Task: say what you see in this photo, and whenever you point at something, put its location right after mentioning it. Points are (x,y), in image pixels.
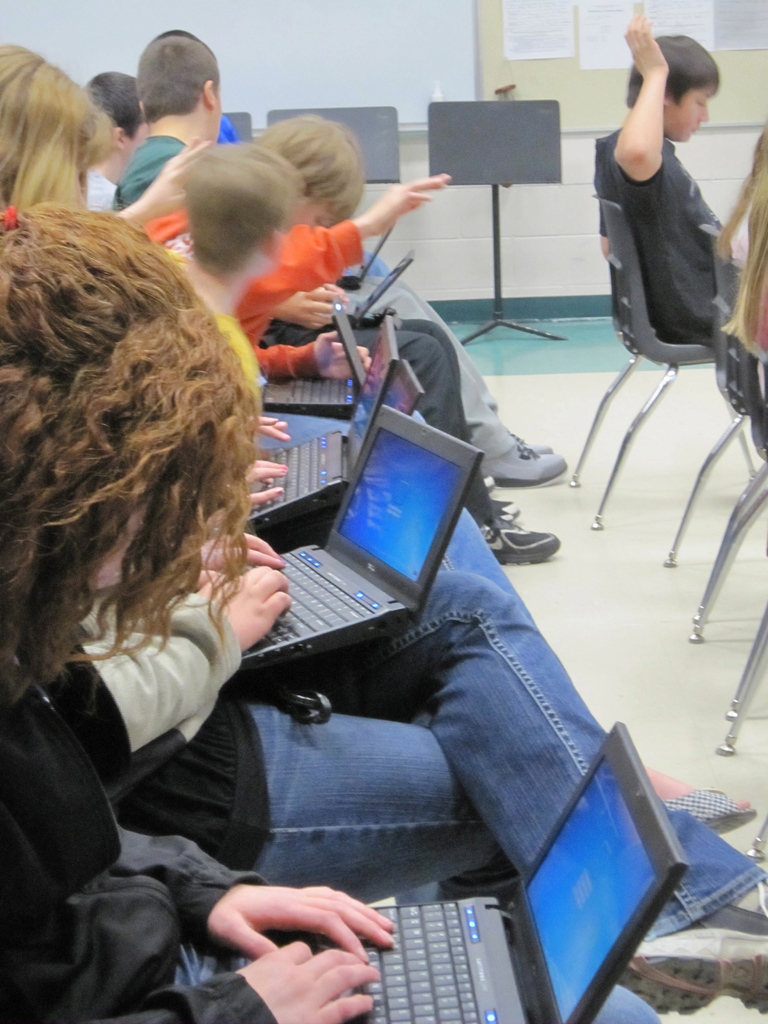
In this image we can see some persons (194,506) who are sitting on chairs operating laptops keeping on their laps (488,829) and at the background of the image (574,104) there are some boards (239,77) and some papers (560,50) attached to the board (512,72).
